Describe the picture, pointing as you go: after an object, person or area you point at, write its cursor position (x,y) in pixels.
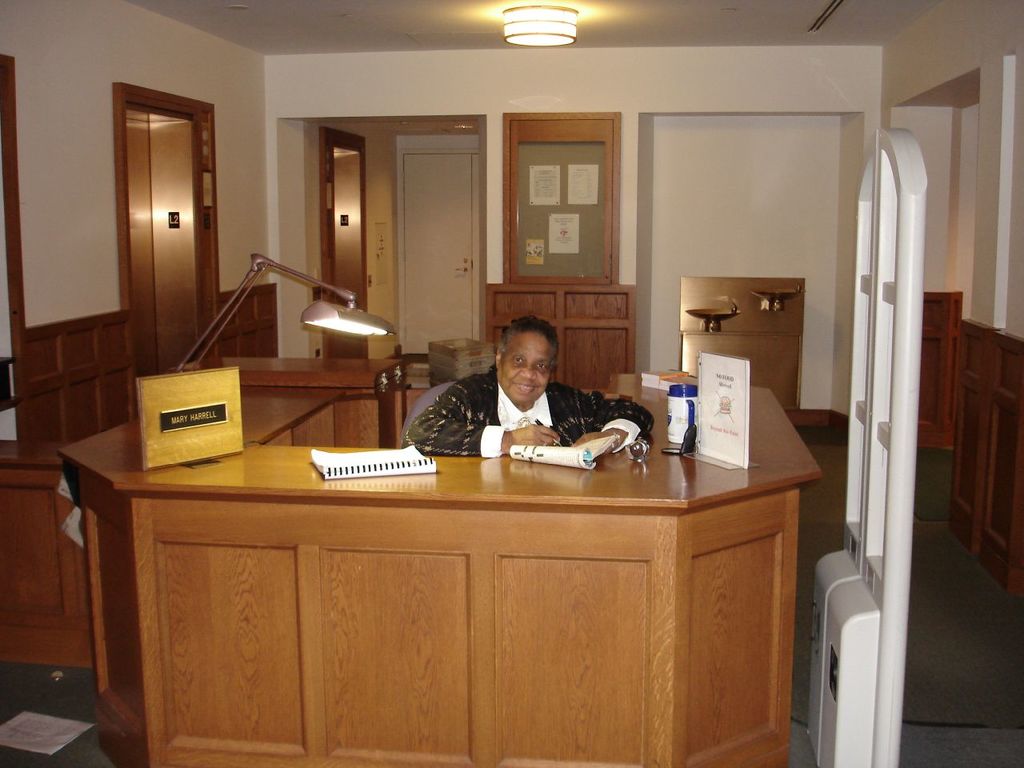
This picture describes about a person (482,385) seated on the chair (409,407) in front of the person (457,405) we can see a light (355,301), books (350,478) and a bottle (676,389) on the table (473,474).
